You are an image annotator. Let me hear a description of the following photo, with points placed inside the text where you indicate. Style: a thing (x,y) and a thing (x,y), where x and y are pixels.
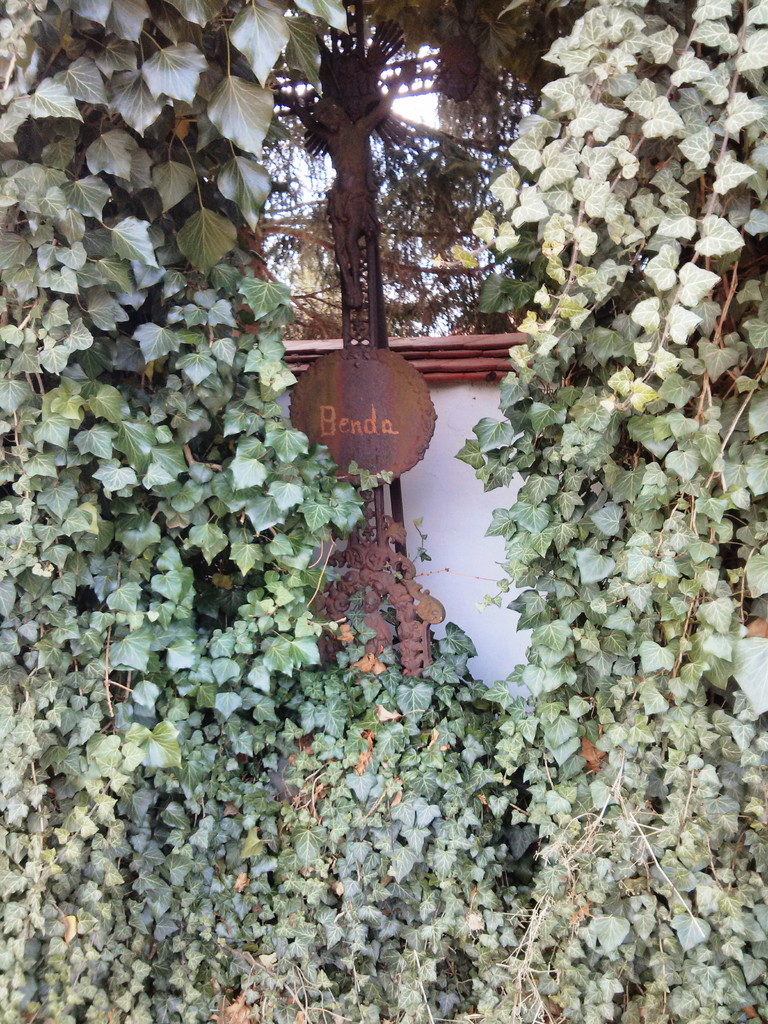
In this image we can see a statue (354,188) and a board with some text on it on a metal pole (428,662). We can also see a group of plants (484,736), a wall (456,539), trees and the sky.
